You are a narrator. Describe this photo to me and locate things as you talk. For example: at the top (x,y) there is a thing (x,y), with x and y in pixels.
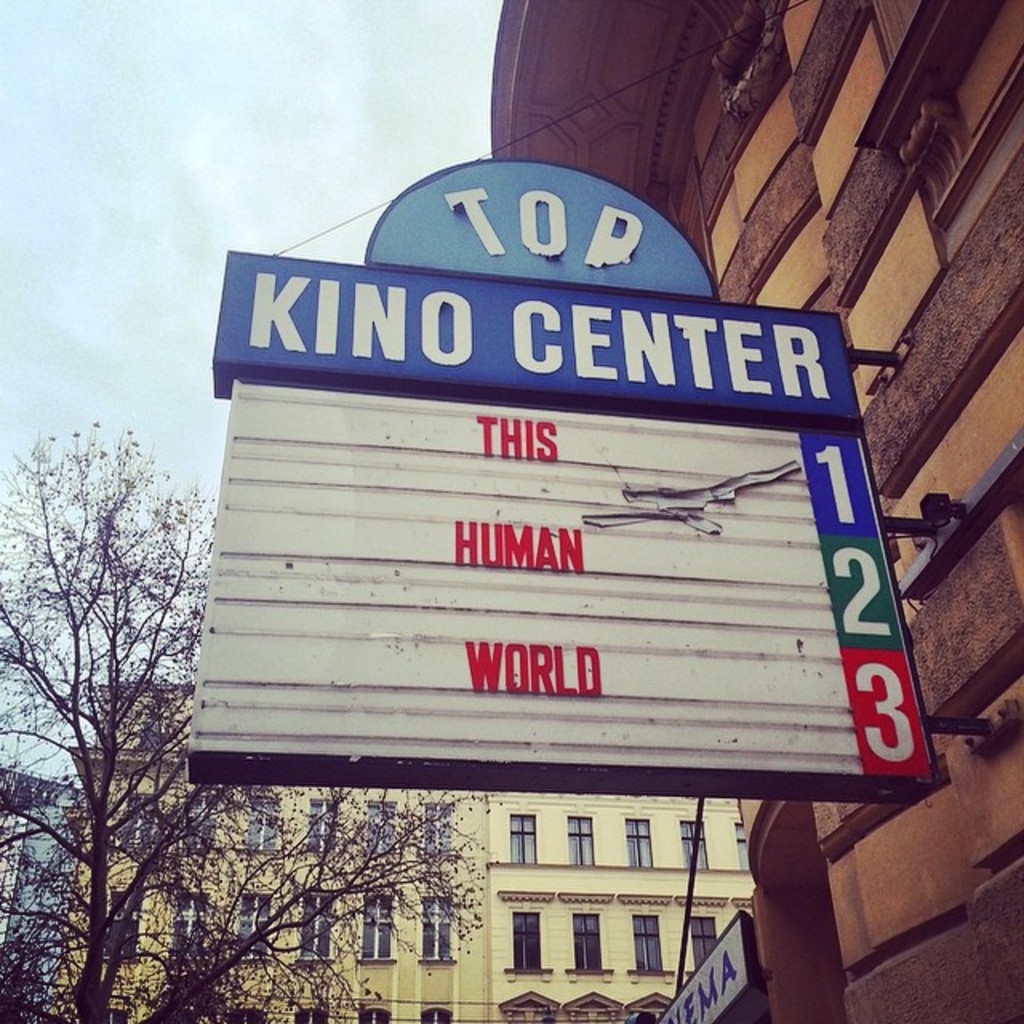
This image consists of buildings (403,1001). In the front (676,423), we can see a board (567,737) fixed to a wall (925,650). On which we can see text (595,655). On the left (181,859), there is a tree (182,813). At the top (240,168), there is sky (199,252).
